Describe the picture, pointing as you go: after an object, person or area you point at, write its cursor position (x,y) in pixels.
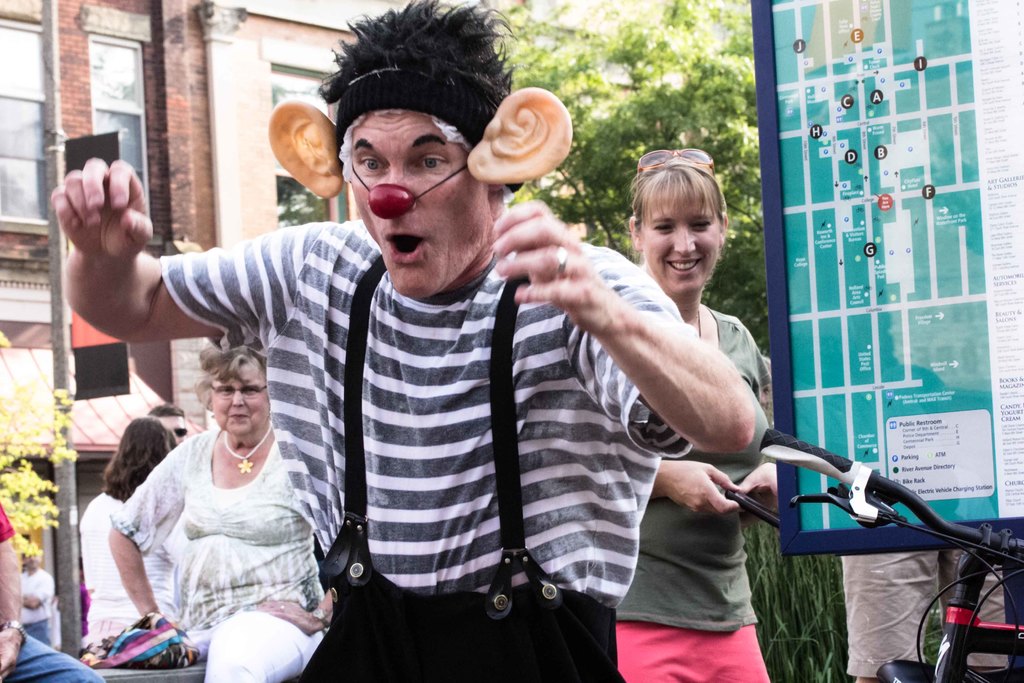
This image is taken outdoors. In the middle of the image (428,360) a man (360,269) is standing on the road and performing. On the right side of the image (1018,646) there is a bicycle (942,634) parked on the road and there is a board (813,396) with text (840,28) on it. On the left side of the image (192,67) there is a building (202,74) with a wall (185,99), windows (110,73) and door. In the background (115,457) there are a few people (216,523) and there are a few trees (69,419) and poles (69,445).
